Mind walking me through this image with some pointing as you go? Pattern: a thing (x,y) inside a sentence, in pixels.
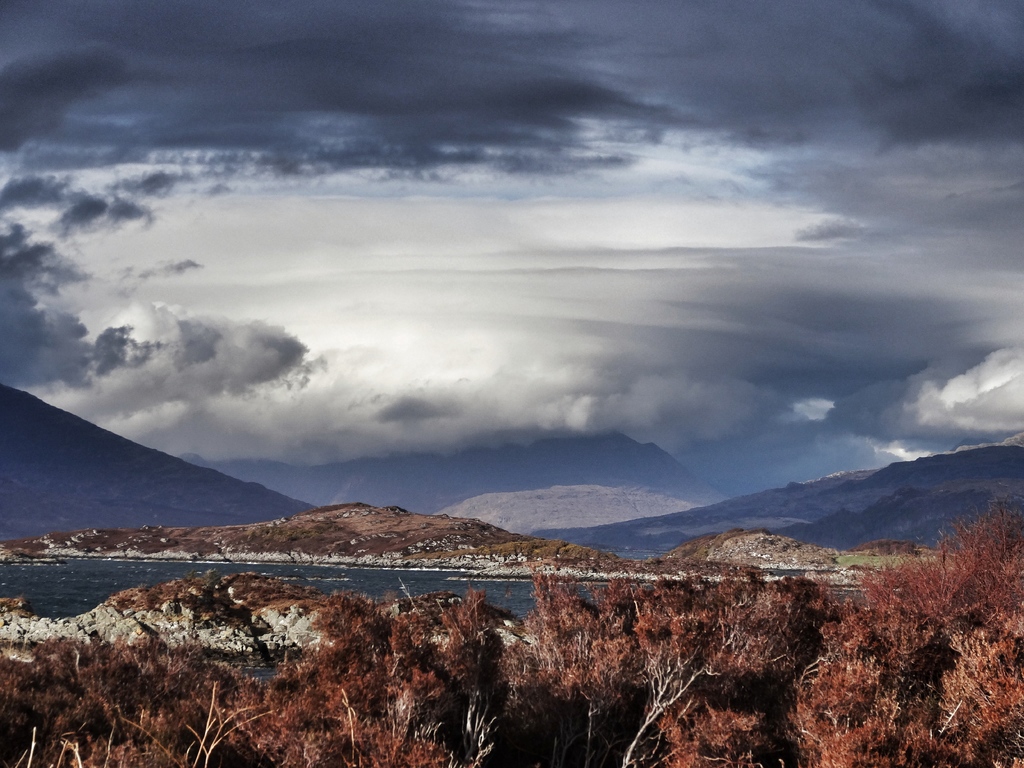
In this picture there are mountains (685,490) and plants (643,679). At the top (349,168) there is sky (349,168) and there are clouds (514,166). At the bottom (73,604) there is water (357,577).
